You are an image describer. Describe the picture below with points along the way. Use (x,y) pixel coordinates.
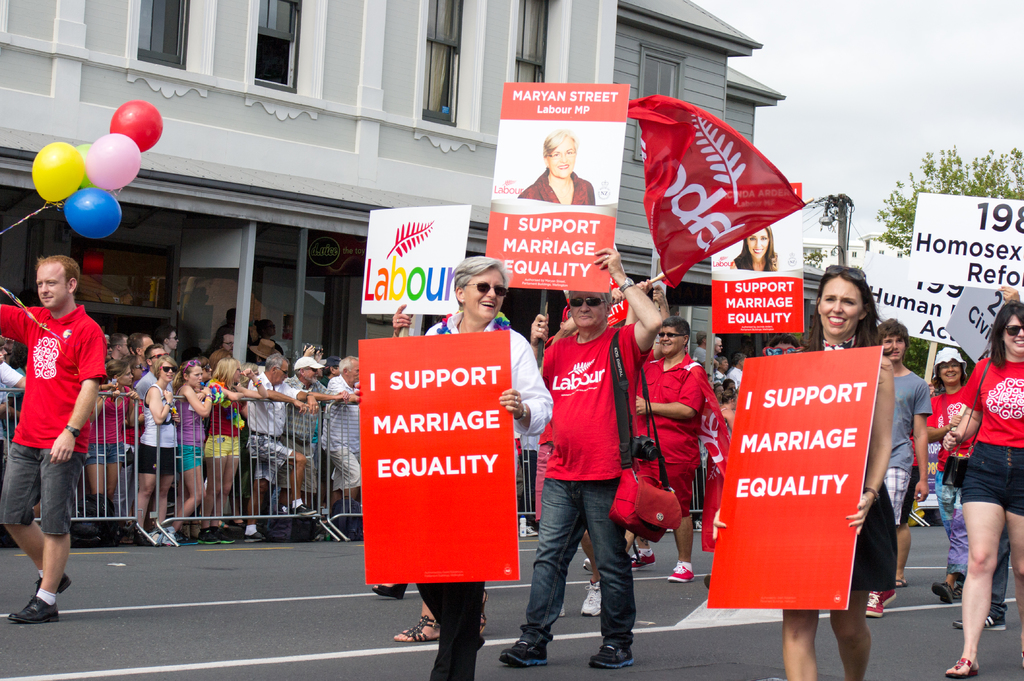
In this image we can see a group of persons (571,318) walking and they are holding placards (436,467) with some text (835,434) on it. Behind the persons (593,504) we can see a building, barrier (216,480) and a group of persons (289,426). On the top right (854,215), we can see the sky (865,55) and a tree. On the left side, we can see a person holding balloons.
